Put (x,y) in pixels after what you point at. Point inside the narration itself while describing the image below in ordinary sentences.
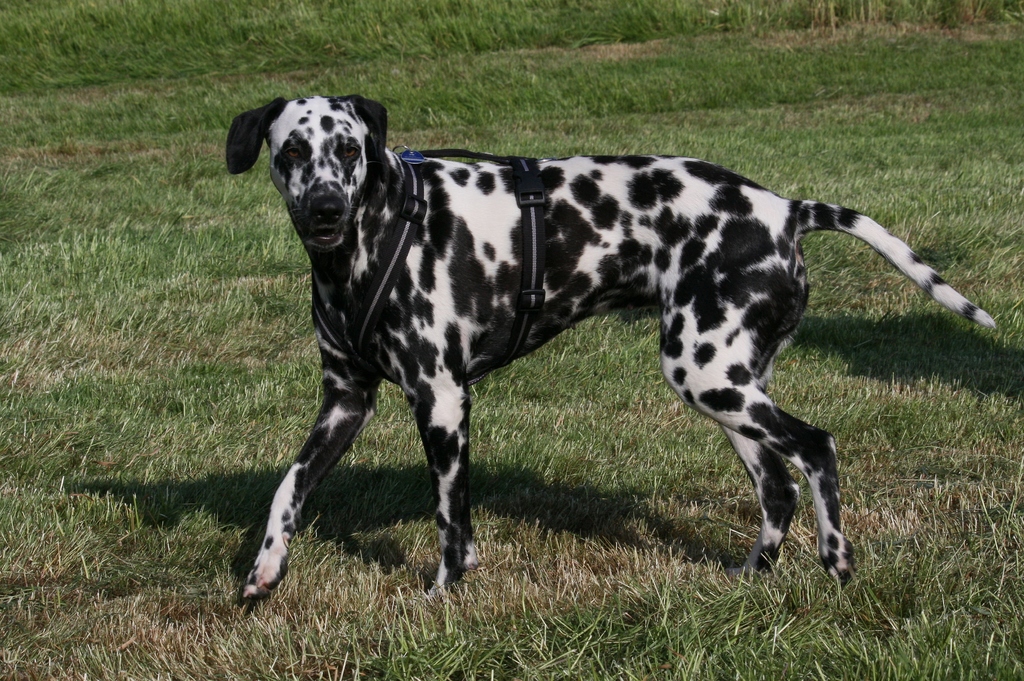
In this image I can see an open grass ground (417,108) and on it I can see a dog (624,302) is standing. I can see the colour of the dog (468,252) is black and white. I can also see a belt (385,267) around the dog's body (498,238).
